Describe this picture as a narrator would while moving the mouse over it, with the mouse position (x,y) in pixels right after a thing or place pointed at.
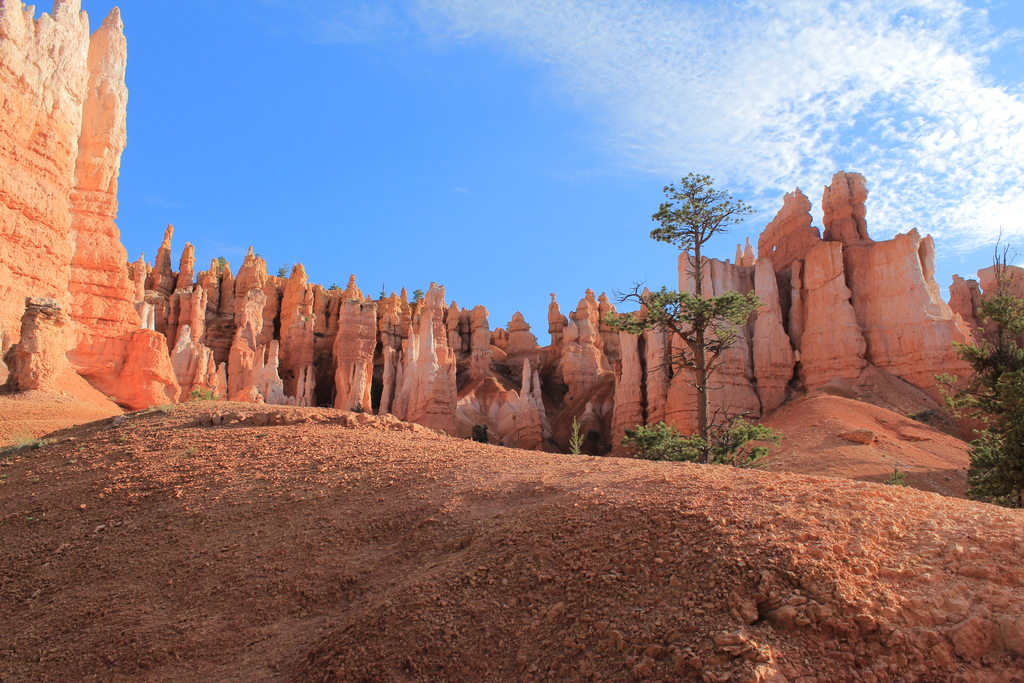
In this picture we can see the mountains (452,331). At the top (725,89) we can see sky (643,69) and clouds (643,69). On the right (717,368) we can see the trees (988,473).
